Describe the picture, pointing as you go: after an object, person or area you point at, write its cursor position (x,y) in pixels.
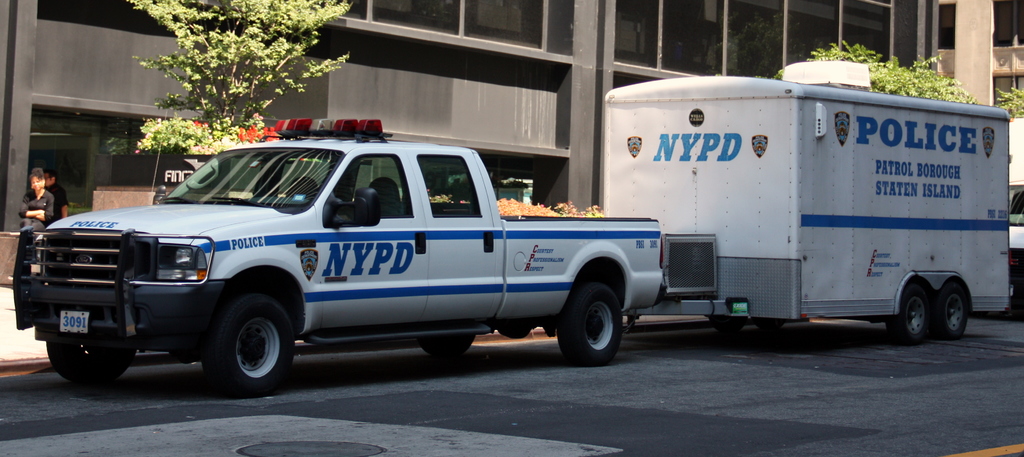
In the foreground of the image (373,276) we can see vehicles (170,267) parked on the road (475,375). On the left side of the image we can see two persons (55,204). In the background (235,133), we can see a group of trees (911,70), flowers (254,140), building (499,56) and a sign board (192,164) with some text (175,169).
